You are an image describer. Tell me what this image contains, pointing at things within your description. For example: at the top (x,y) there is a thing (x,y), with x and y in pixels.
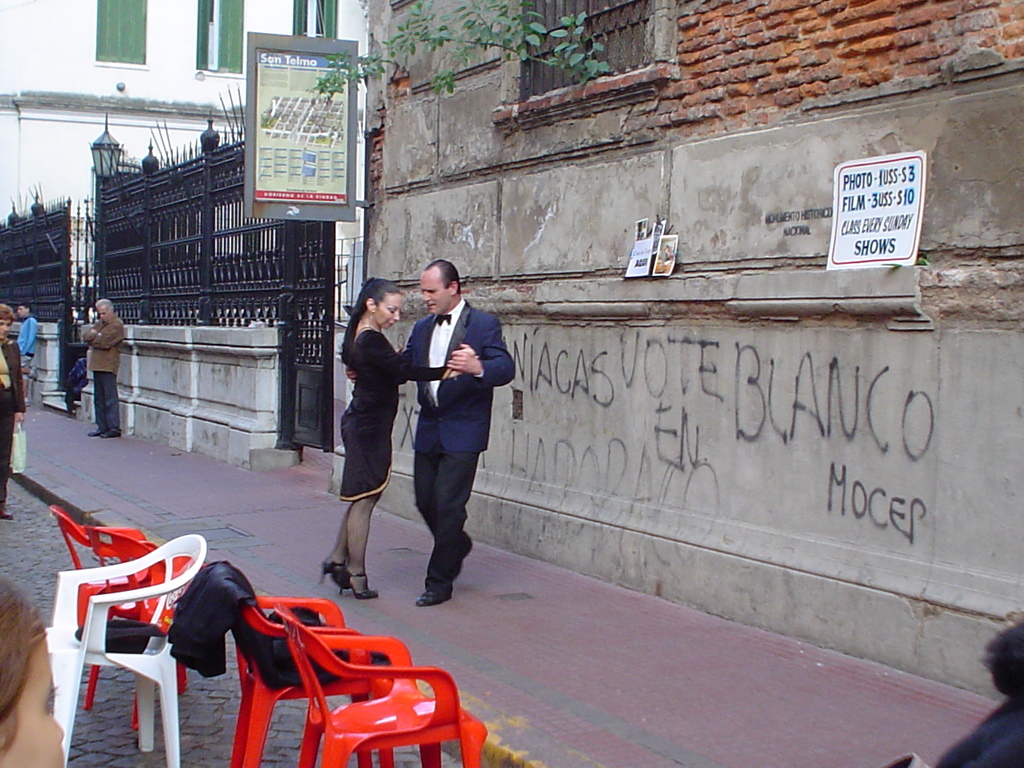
This image is clicked outside. There are few people (437,556) in this image. In the front (506,337) there are two persons (360,344) dancing on the footpath (236,542). In the front (217,610), there are few chairs (174,659). In the background (115,45) there is a building (327,31) and a plant (572,64).
